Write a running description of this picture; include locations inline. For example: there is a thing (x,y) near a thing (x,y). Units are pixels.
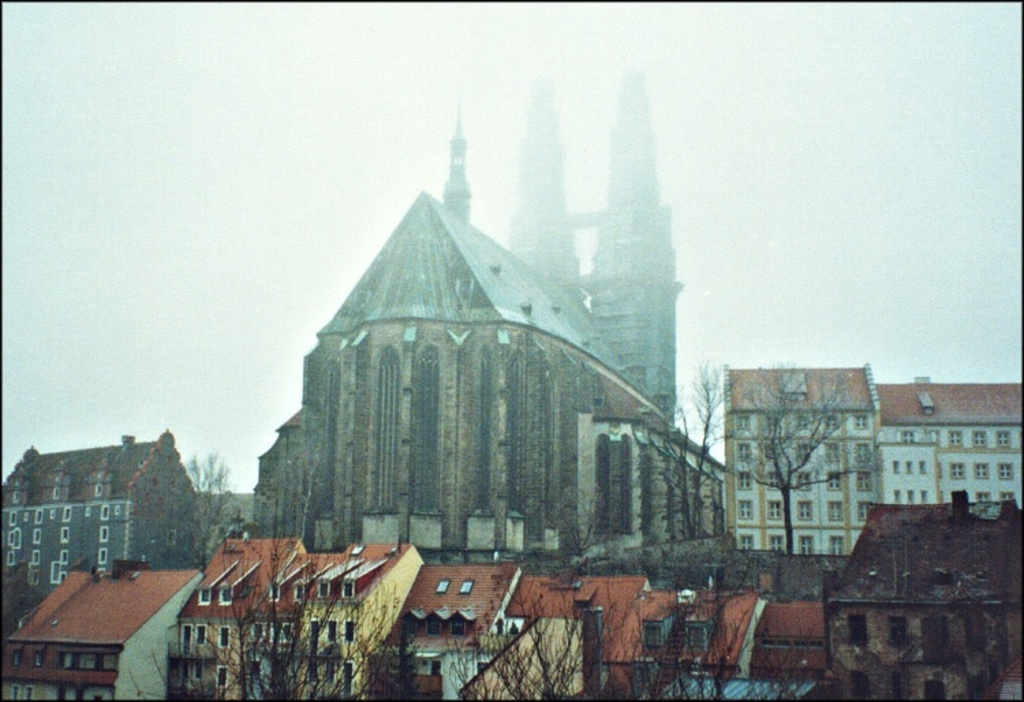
In this picture there are buildings (305,414) in the image and there are trees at the bottom side of the image (698,674).
